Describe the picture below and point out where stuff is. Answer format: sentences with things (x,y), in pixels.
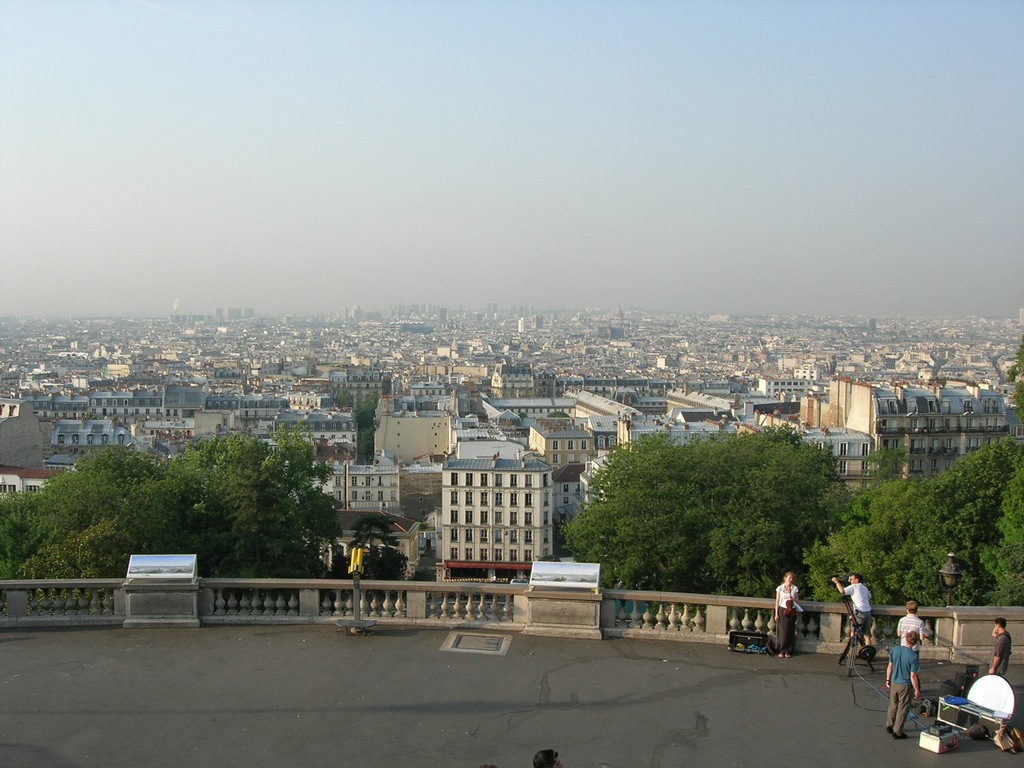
In the image in the center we can see fence (590,621) and few people (913,648) were standing and holding some objects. In the background (485,192) we can see the sky (721,101), buildings (1002,403), trees (988,495) etc.
